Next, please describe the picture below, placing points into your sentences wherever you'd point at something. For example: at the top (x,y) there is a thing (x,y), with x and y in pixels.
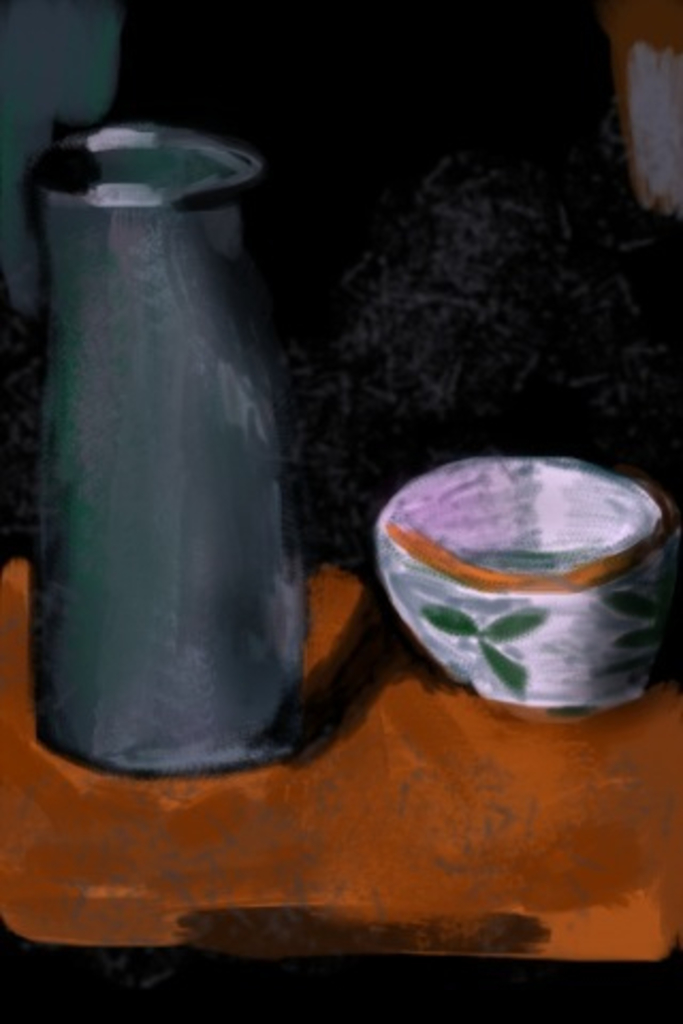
There is a painting (358,632) in which, there is a jug (171,664) and bowl (564,704) on a brown color object (642,878). And the background (403,13) is dark in color.
